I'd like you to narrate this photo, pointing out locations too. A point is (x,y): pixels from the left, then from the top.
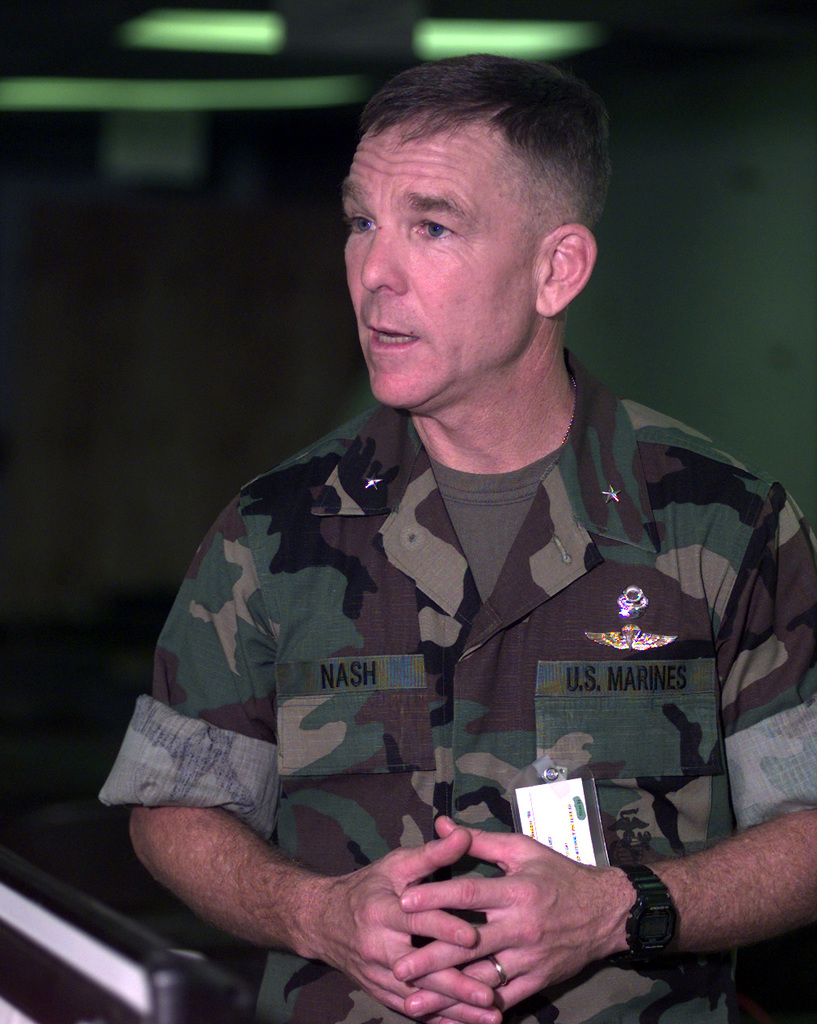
In this image we can see a man (449,712).
